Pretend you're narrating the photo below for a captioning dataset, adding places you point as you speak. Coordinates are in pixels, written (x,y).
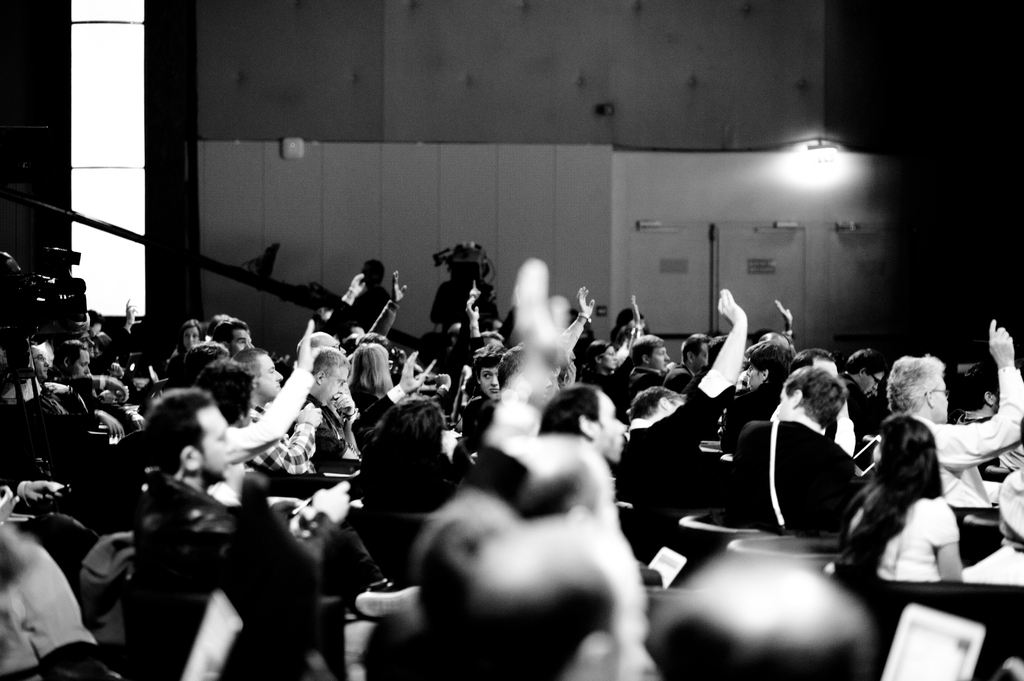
In the picture we can see many people (557,549) are sitting and raising their hands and some person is holding a camera (30,304) and in the background (662,234) we can see a wall (662,182) with a light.
